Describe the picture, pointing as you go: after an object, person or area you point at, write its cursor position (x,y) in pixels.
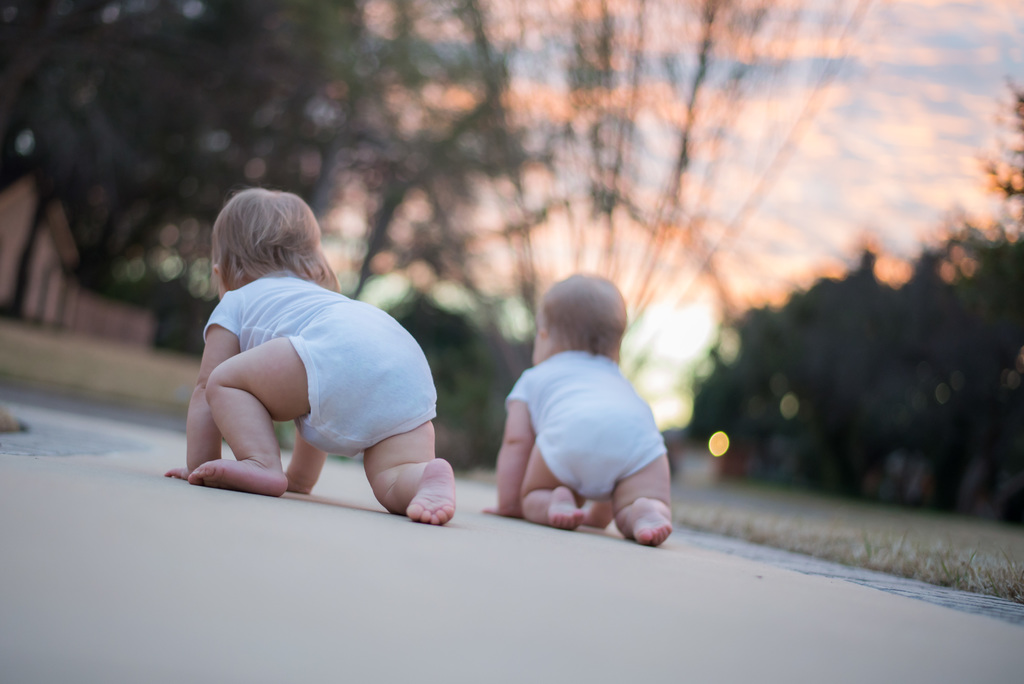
This image is taken outdoors. At the bottom of the image (314,575) there is a floor (299,567). At the top of the image (882,99) there is the sky (860,232) with clouds (886,164). In the background (824,328) there are a few trees (406,285) and there is a ground (106,360) with grass (795,516) on it. In the middle of the image (349,353) two babies (301,406) are crawling on the floor (306,510).
